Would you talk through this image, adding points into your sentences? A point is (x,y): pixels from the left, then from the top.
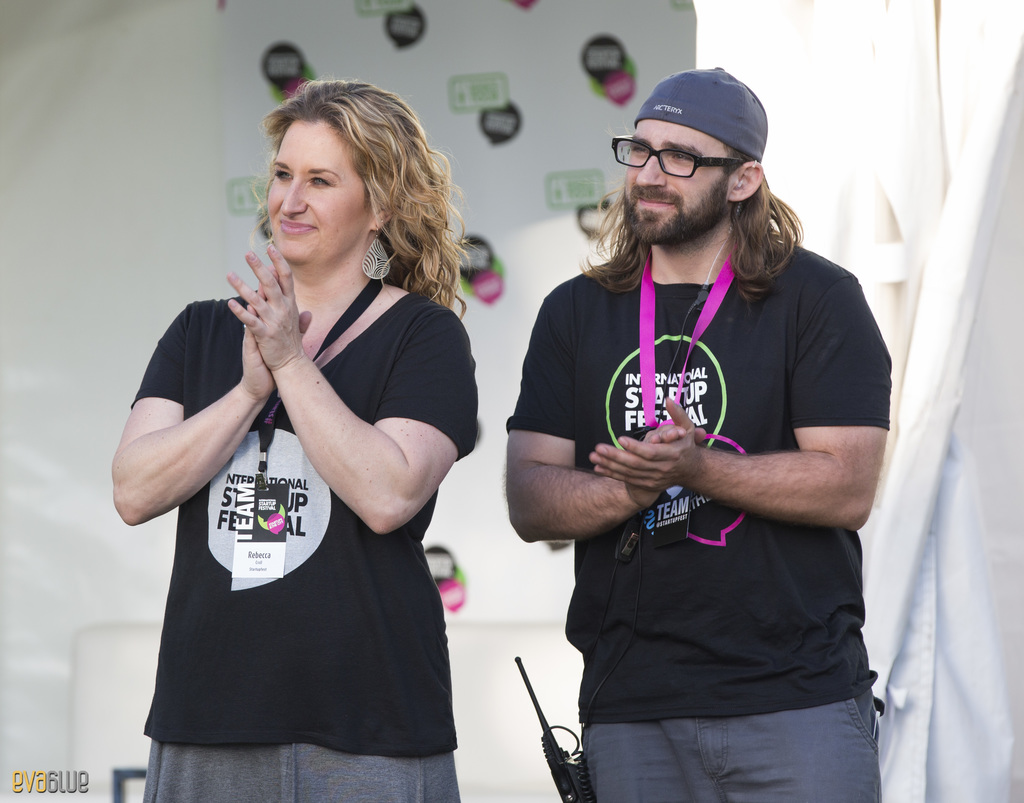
In this image I can see a woman (458,422) and man (740,348) and both are wearing a black color t-shirt (766,336) and background (832,132) is white.
